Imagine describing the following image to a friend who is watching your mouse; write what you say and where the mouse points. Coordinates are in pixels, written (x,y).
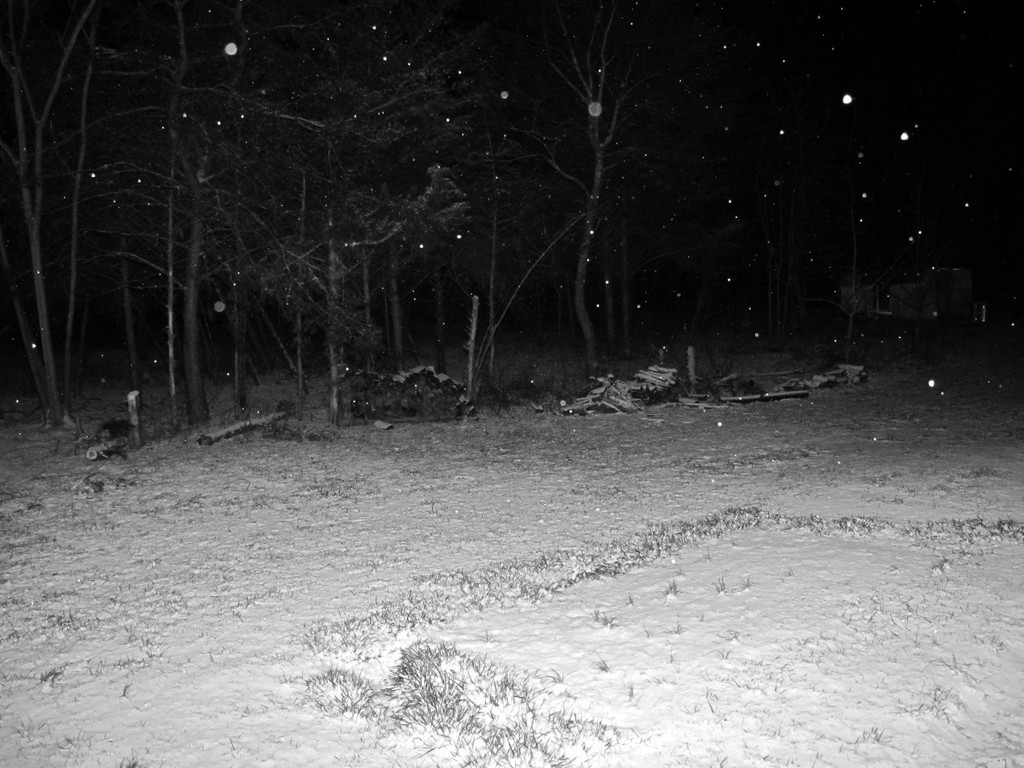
In this picture we can see the grass (834,516), snow (571,524), trees (363,263), wooden sticks (425,403) and some objects (867,306) and in the background (698,111) it is dark.
